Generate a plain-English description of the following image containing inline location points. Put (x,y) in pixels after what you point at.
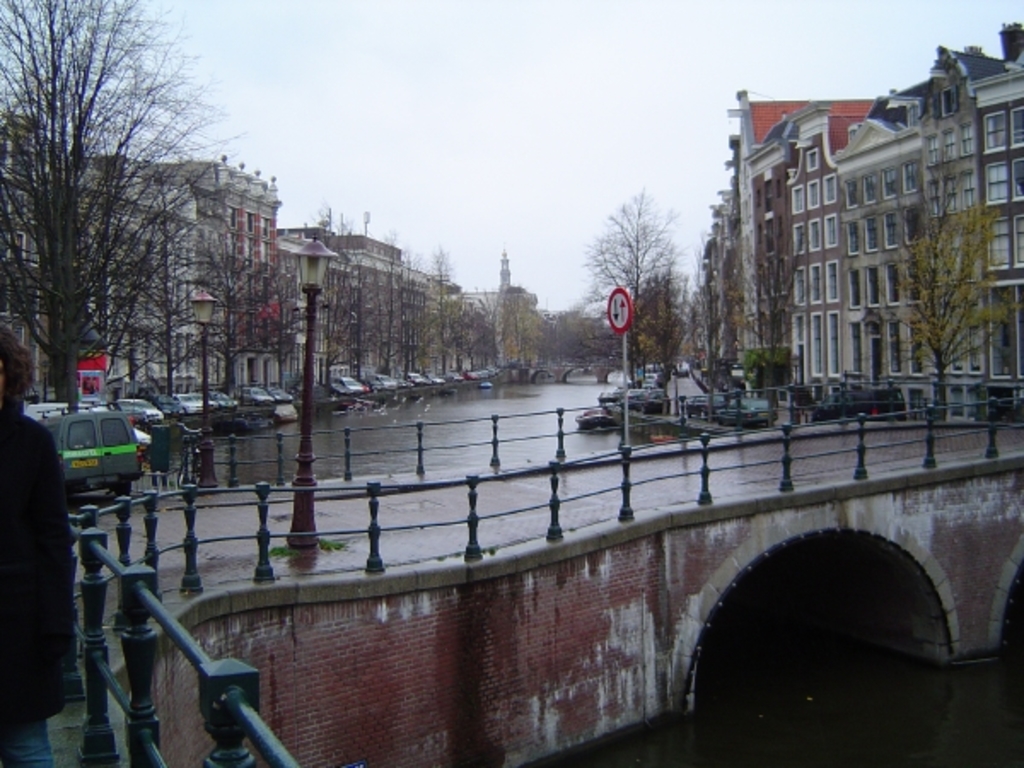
In this image, we can see bridge (674,529), railings (955,403), brick wall (639,580), street lights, person (51,571), water (476,430) and pole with sign board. Background (711,369) we can see vehicles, trees (338,315), buildings (888,167), walls (724,242), bridge (590,371), windows (1005,261) and sky (665,138).
